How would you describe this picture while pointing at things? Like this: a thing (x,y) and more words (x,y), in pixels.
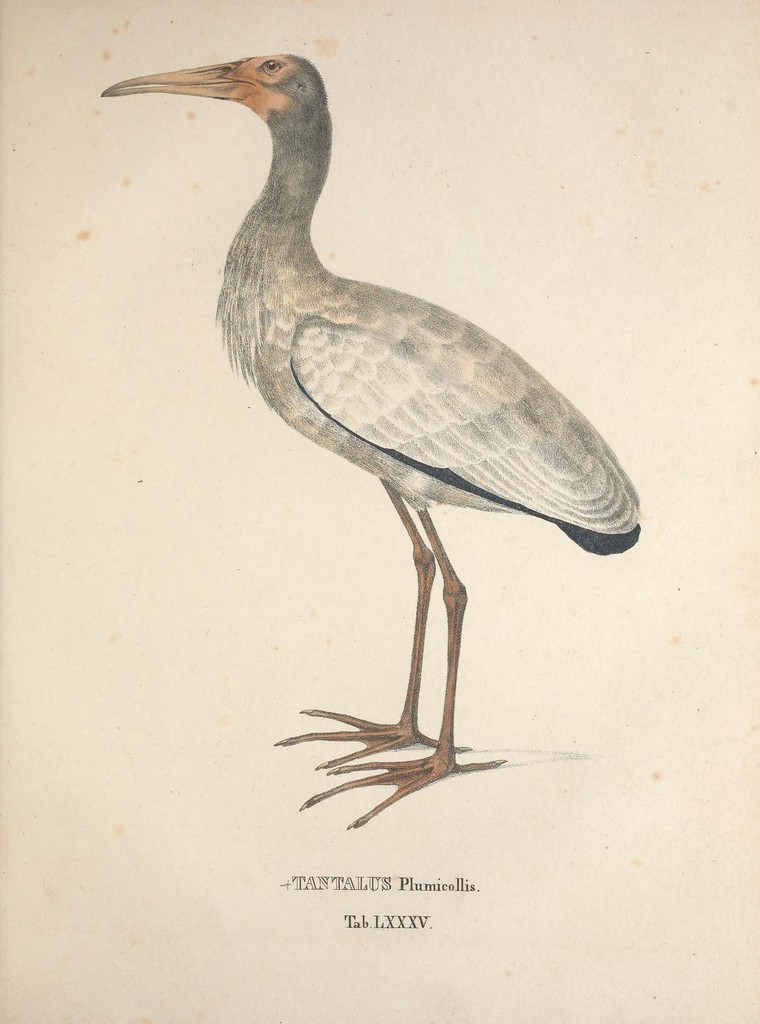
In this picture I can see there is a crane (318,736) standing and there is something written at the bottom of the page. The crane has white feathers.
